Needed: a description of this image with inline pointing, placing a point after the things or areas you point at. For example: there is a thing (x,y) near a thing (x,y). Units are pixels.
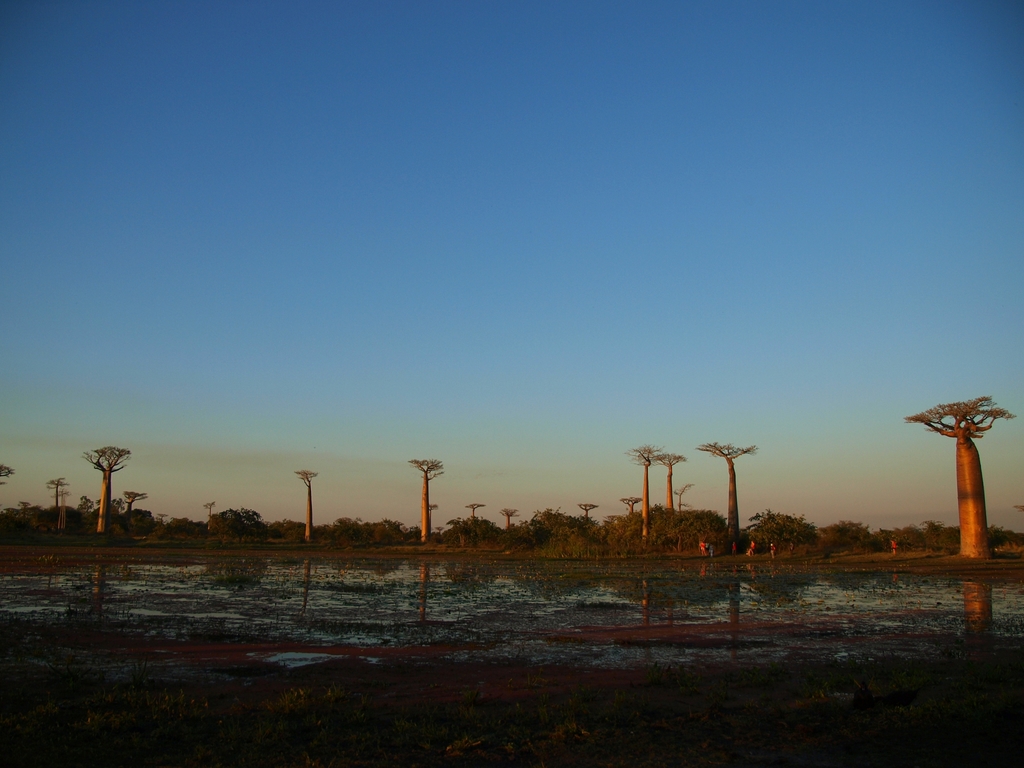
At the bottom (326,607) we can see water (507,614) on the ground (480,555). In the background (540,427) there are trees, few persons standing on the ground (692,559) and sky (383,121).
